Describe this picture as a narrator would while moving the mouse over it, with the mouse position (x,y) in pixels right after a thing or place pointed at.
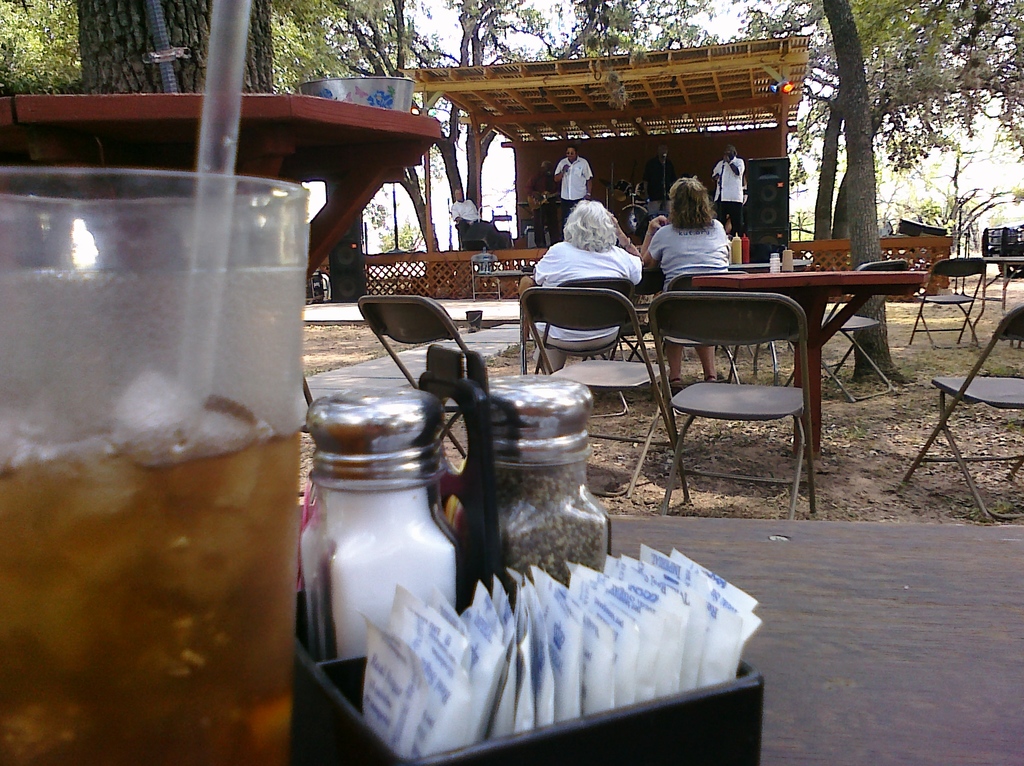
In this picture we see a glass (249,517) and some objects (560,604) on the table (868,678), and we see group of people (592,216) some are seated on the chair (580,286) and some are standing in front of the microphone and we see a sound system (767,199) and couple of trees (887,98).
